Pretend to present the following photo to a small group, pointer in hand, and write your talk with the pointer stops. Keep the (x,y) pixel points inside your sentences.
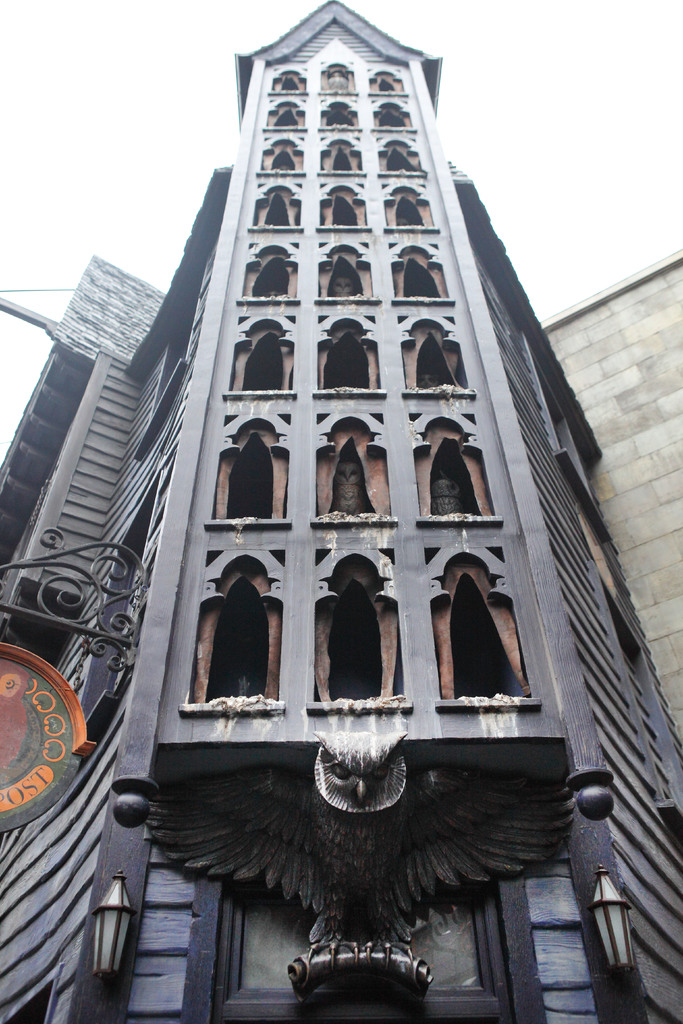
There is a building (223,1021) which has 2 lamps (122,898) and an owl sculpture (372,782) at the bottom (616,937).
